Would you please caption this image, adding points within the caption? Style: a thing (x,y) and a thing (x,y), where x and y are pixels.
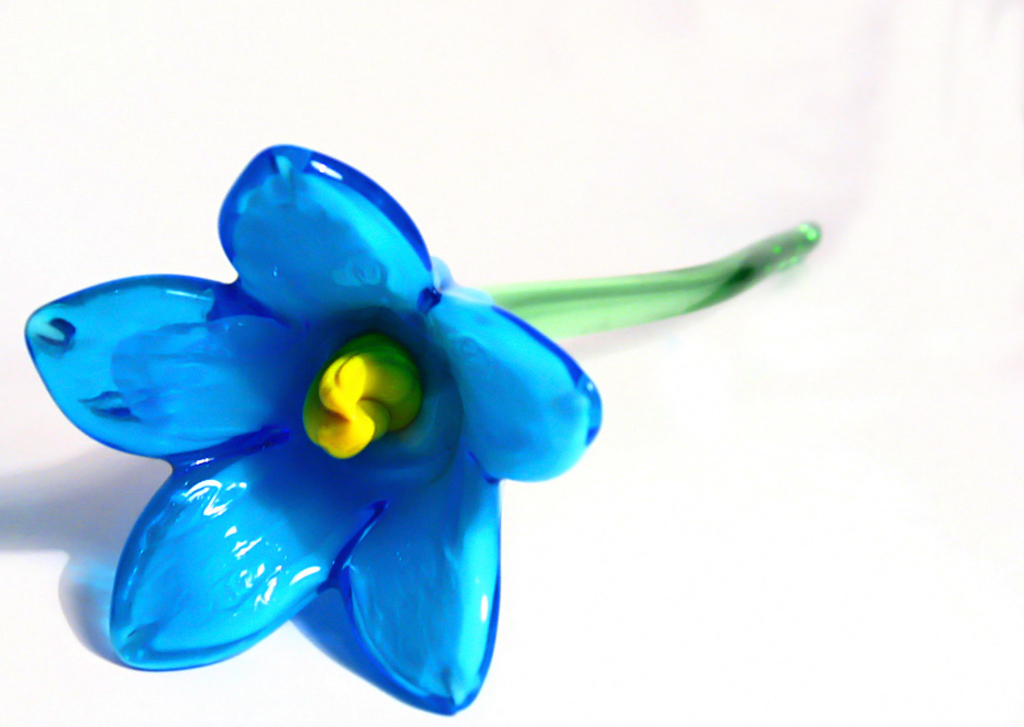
In this image there is an artificial flower (114,447).
